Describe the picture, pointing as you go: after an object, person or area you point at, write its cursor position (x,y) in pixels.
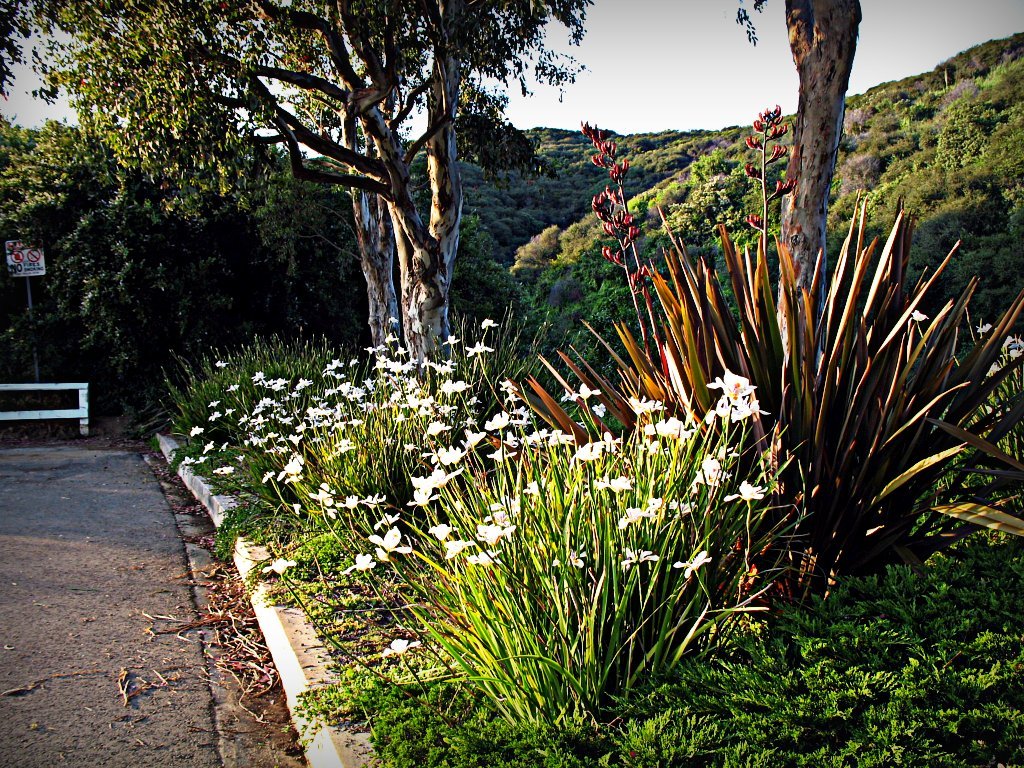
Here we can see plants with flowers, trees (54,278), sign board (38,272), wooden pole (66,412), grass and sky (688,72).
